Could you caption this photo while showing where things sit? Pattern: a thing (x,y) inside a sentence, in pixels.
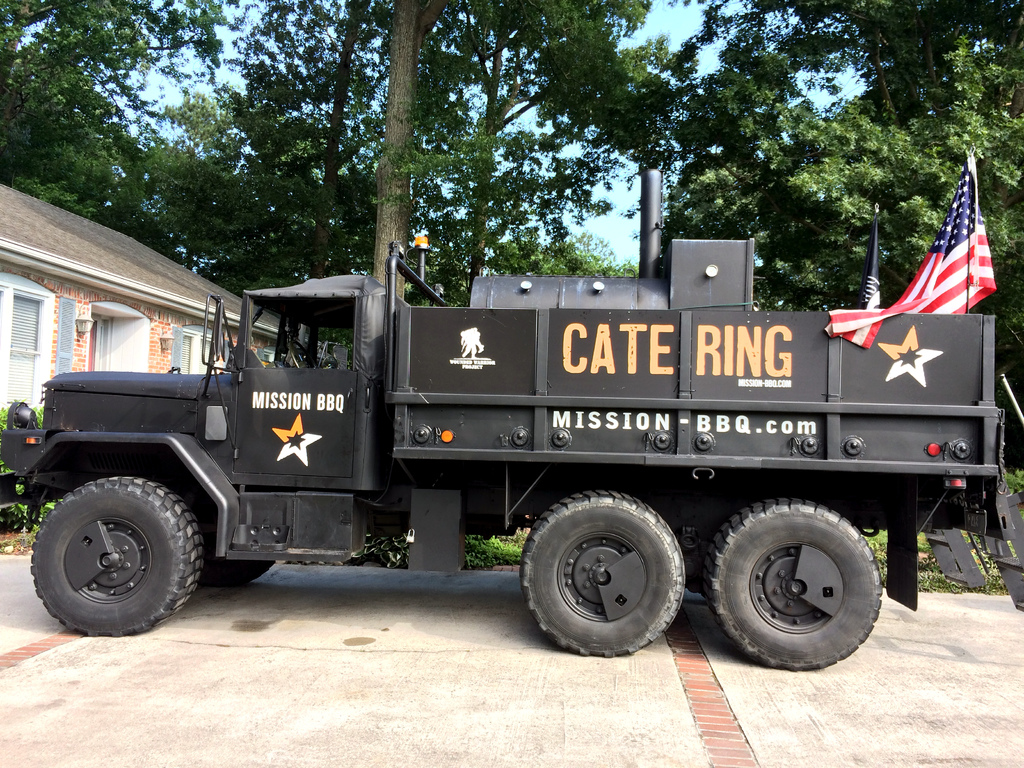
There is a truck (548,586) on the road (231,651) as we can see in the middle of this image (374,397). We can see trees (192,223) and a house (70,320) in the background (58,323). The sky (128,114) is at the top of this image (677,40).
